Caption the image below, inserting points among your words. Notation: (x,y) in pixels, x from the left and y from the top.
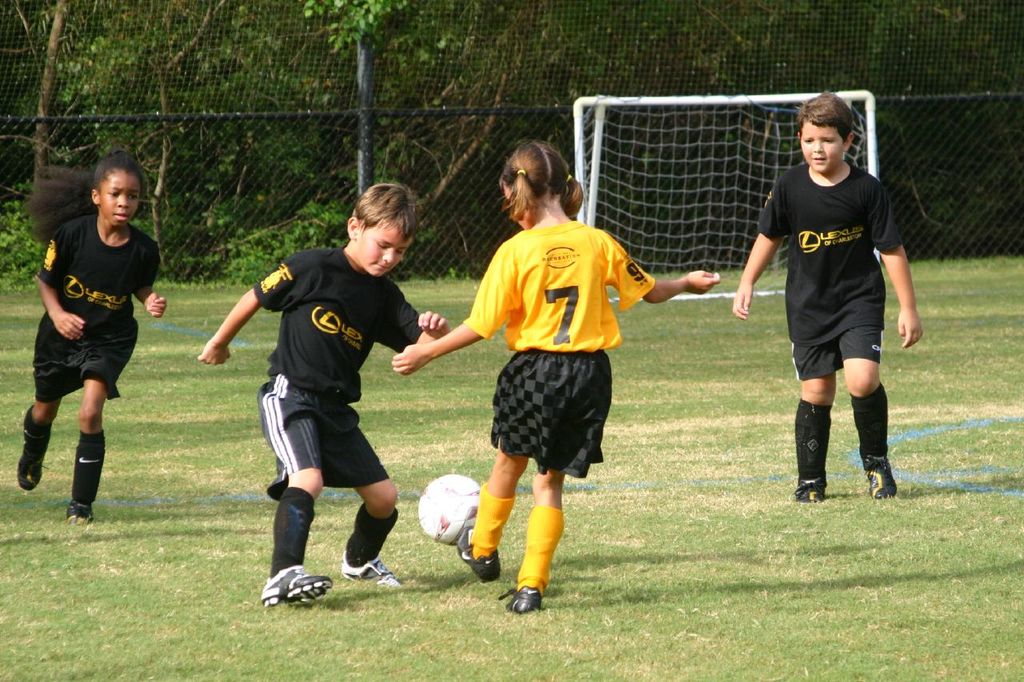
This picture is clicked outside which is in the play ground (778,505). On the right (816,112) there is a Boy (802,187) wearing a black color t-shirt (825,230), looking at the ball (451,495) and walking. In the center (571,316) there is a Girl (567,335) wearing a yellow t-shirt (535,272) and a Boy (348,263) wearing a black color t-shirt (345,336), both of them are trying to kick the ball (457,518). On the left (90,229) there is a Girl (87,243) wearing a black color t-shirt (107,275) and running. In the background (703,72) there is a football net (723,183), many number of Trees (601,41) and some Plants (249,246).
